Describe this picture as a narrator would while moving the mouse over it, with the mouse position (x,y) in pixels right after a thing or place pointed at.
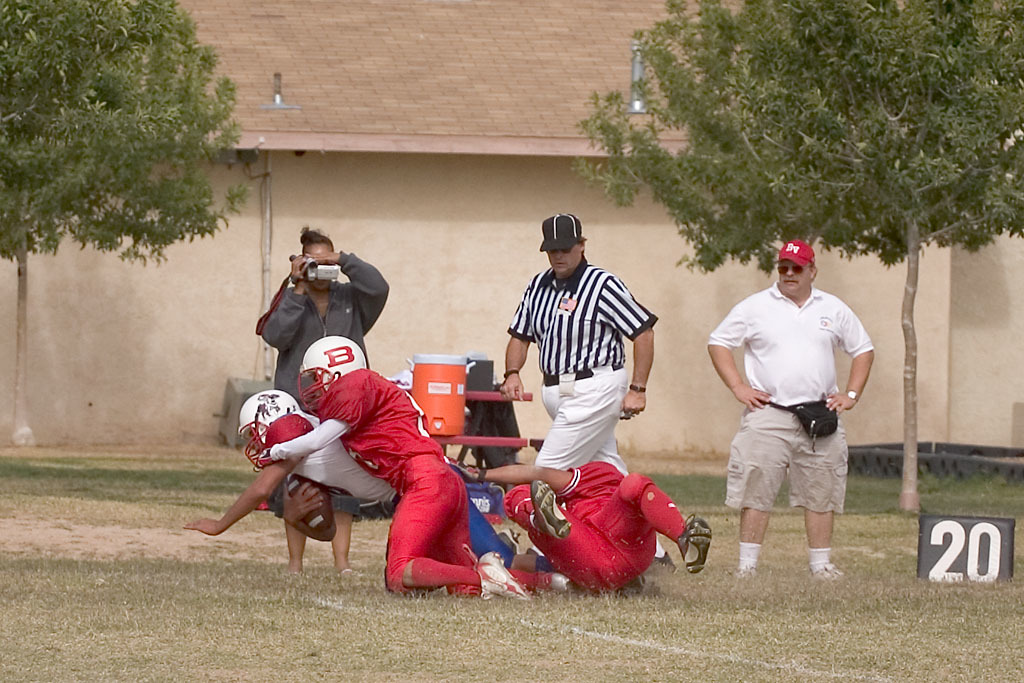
In the center of the image (389,402) we can see three people (544,526) are playing and wearing helmets (340,362) and other three people (543,333) are standing. And two mens (773,287) are wearing caps (564,248) and a lady (338,287) is holding a camera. In the background of the image (451,256) we can see a house (475,186), roof (511,42), wall (395,273), trees (877,79), grass (892,545), bins (485,386), pipe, poles (638,83). At the bottom of the image (643,617) we can see the ground (635,647). On the right side of the image (1010,523) we can see a board (948,521).
